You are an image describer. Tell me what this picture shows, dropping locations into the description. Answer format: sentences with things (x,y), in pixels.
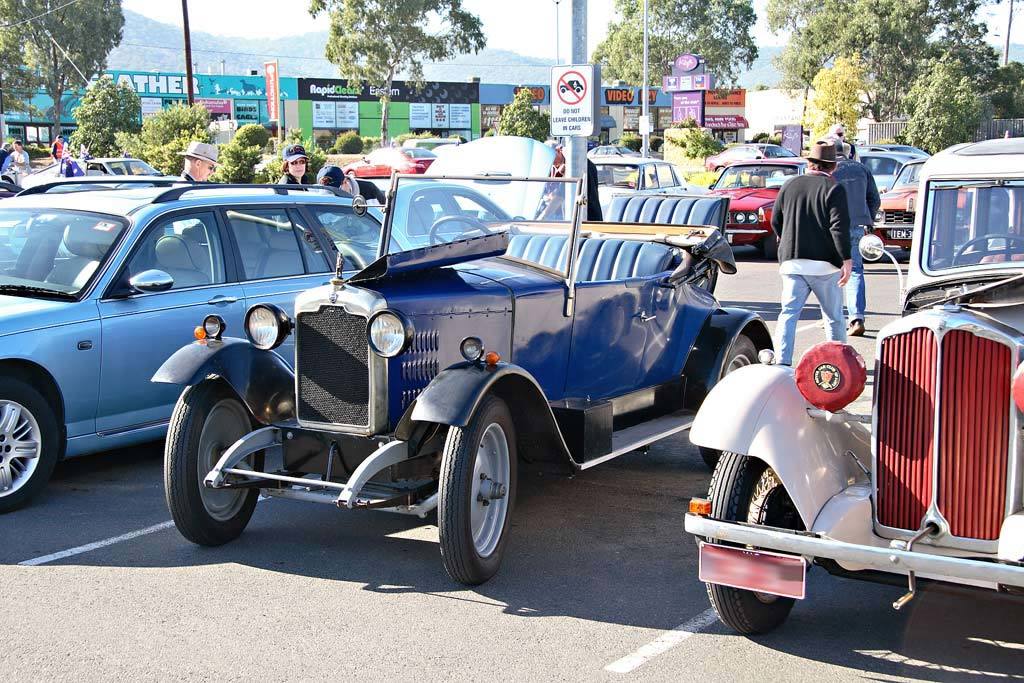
In the image there are different types of cars (334,212) parked on the road (649,479) and around the cars (599,253) there are few people (298,179) and behind the cars (203,316) there are some plants (279,175) and trees (52,69) and in the background (163,79) there are few stores (450,98), behind the stores (469,120) there are mountains (519,81).
